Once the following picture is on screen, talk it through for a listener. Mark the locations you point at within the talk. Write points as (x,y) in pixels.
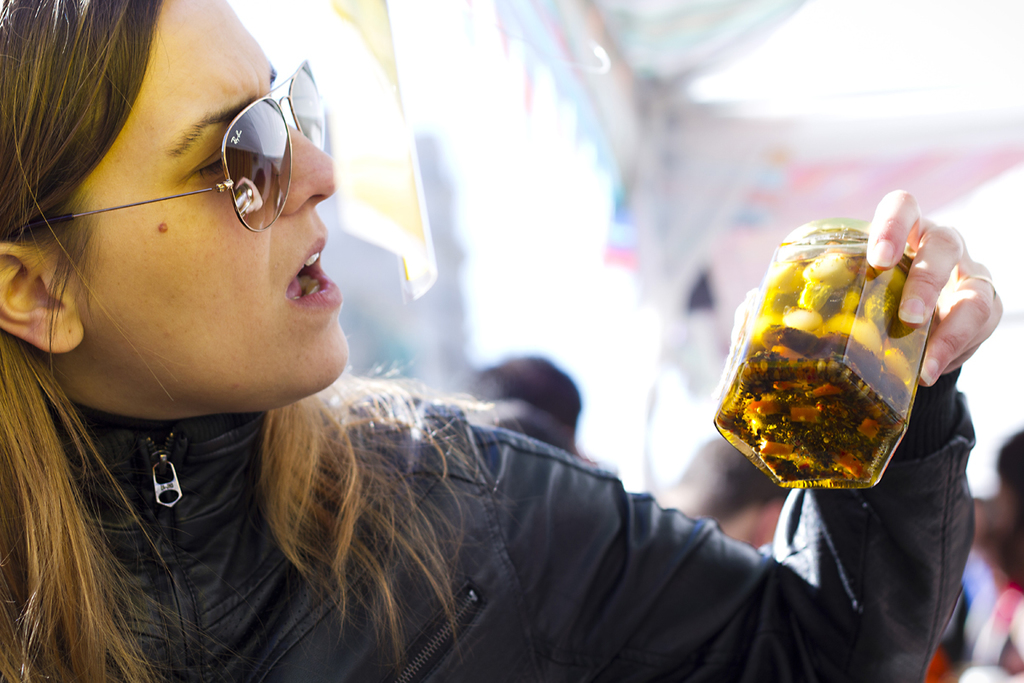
In the center of the image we can see a woman (920,490) holding a jar (860,393).
